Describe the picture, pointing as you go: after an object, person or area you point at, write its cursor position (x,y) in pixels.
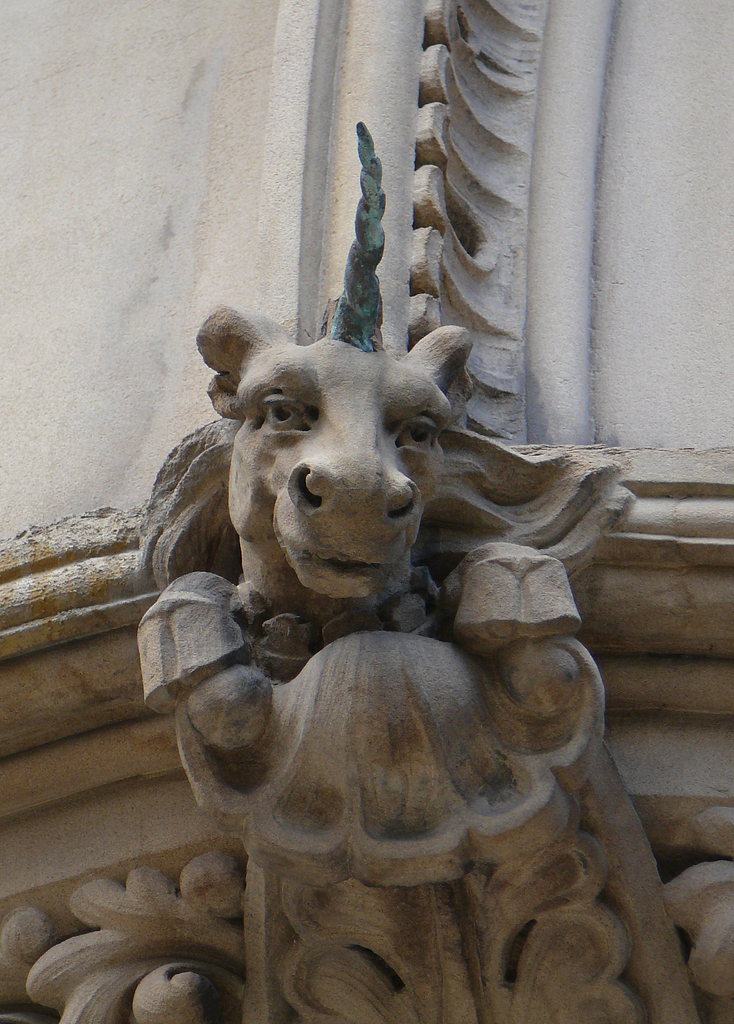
In this image we can see a sculpture (318,531).
